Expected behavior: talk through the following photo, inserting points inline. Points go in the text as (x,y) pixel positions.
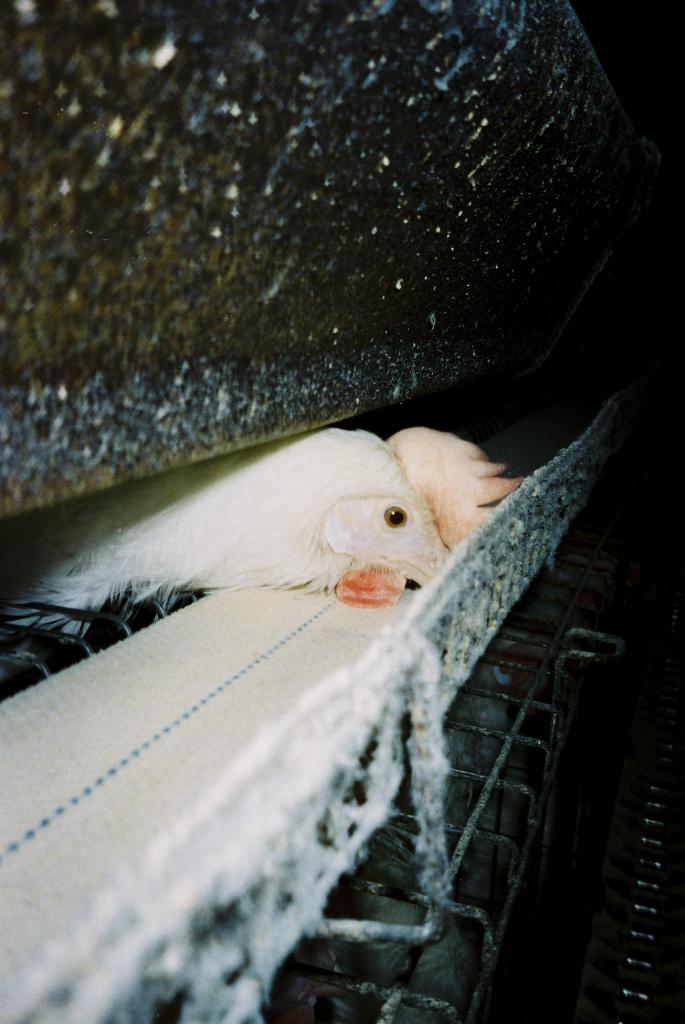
In the image we can see there is a hen's head (373,604) and on the top (300,304) there is a wall (268,425) and at the bottom (410,773) there is an iron stand (431,735).
